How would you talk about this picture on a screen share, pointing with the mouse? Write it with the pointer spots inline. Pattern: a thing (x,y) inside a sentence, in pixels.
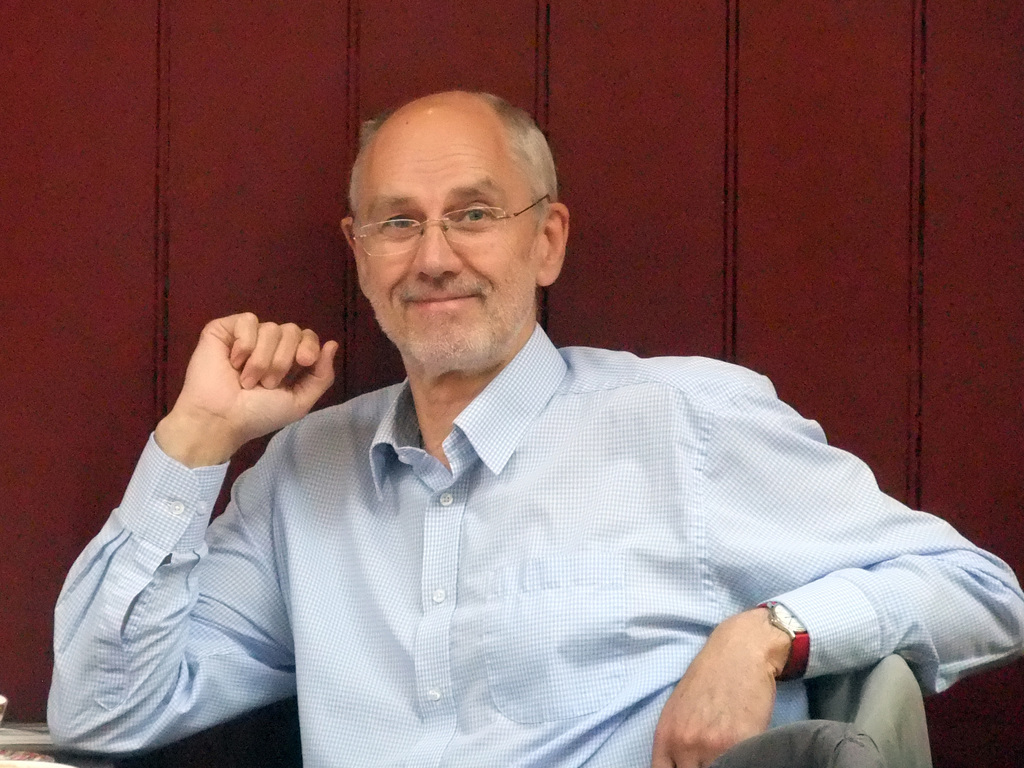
In this image I can see a person (474,475) wearing a light blue color shirt (440,523) and wearing a spectacle (471,230) and wearing a red color watch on his hand (748,622), his smiling and background (33,144) is brown.
